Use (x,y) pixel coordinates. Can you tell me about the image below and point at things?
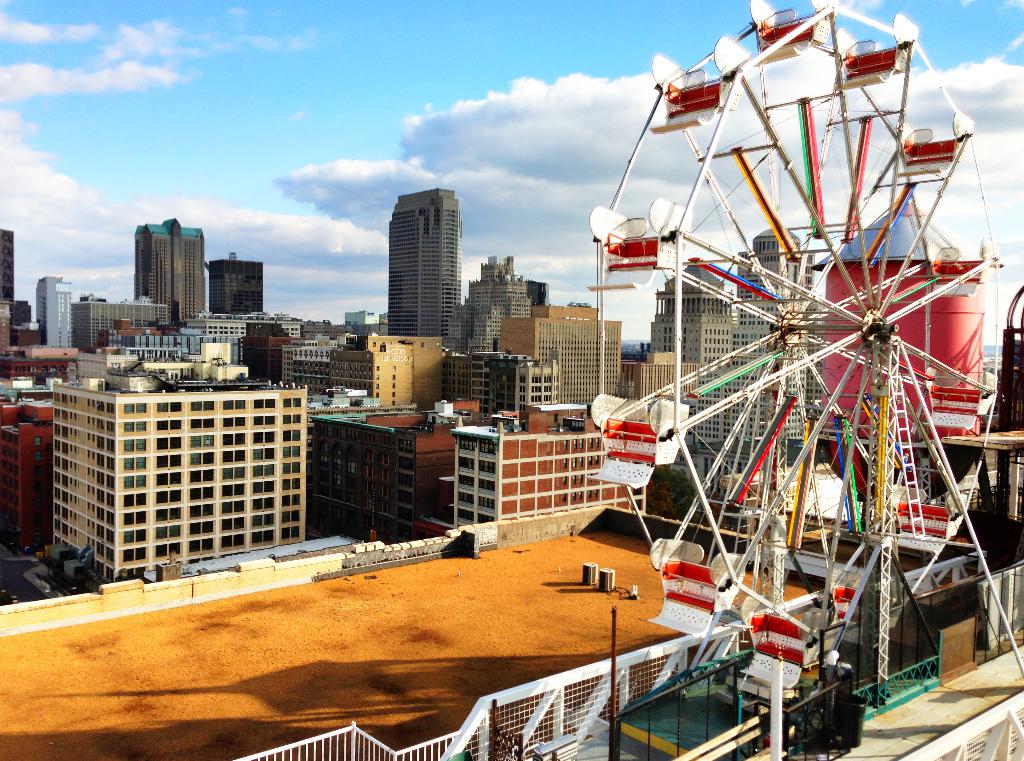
In this image we can see a group of buildings (374,315). At the top (329,88) we can see the sky (296,88). On the right side (914,481), we can see a giant wheel (790,618). At the bottom (873,630) we can see a metal fence (1014,731).
